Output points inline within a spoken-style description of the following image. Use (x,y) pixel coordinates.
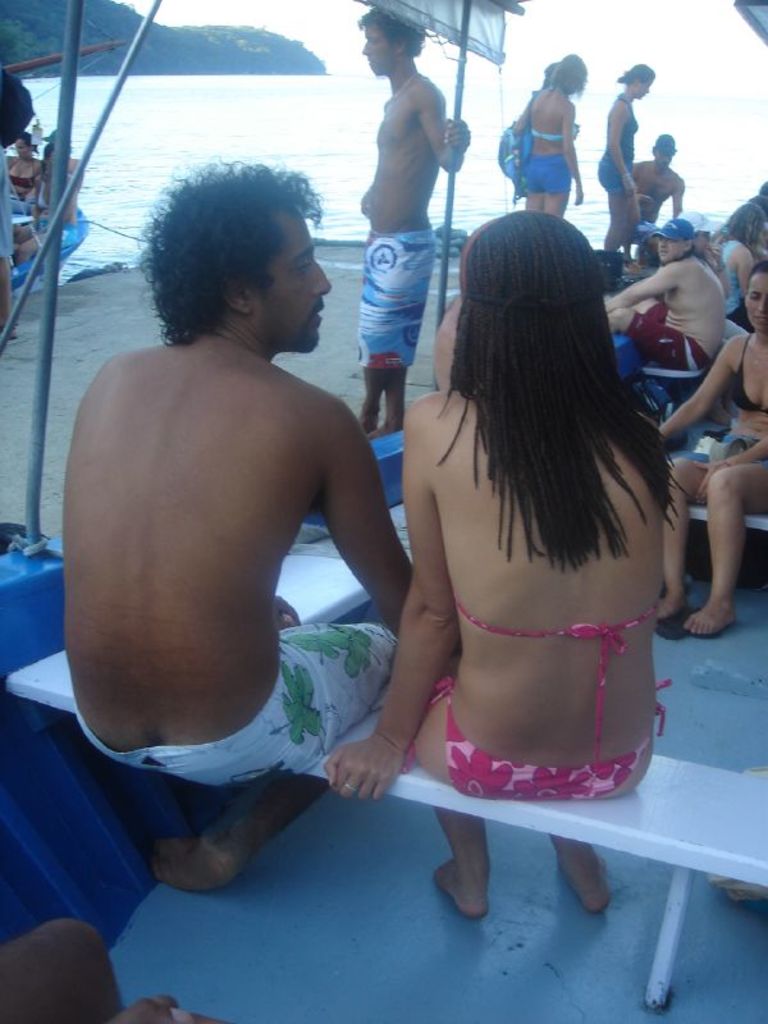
In this picture there is a boy (373,695) and a girl (576,585) in the center of the image (337,649), they are sitting on a bench (30,693) and there are other people (414,329) in front of them and there is water (325,103) at the top side of the image (203,151), there are trees (18,27) in the top left side of the image (112,57), it seems to be the place of beach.
